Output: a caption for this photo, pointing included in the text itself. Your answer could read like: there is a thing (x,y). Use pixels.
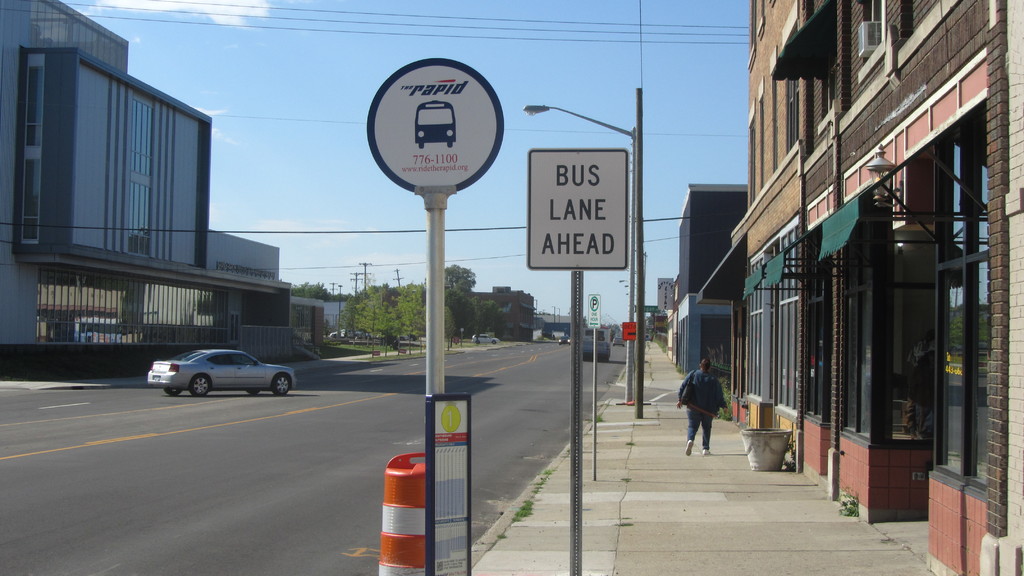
In the foreground of the picture (618,183) there are sign boards (586,203), pole (637,188), street light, footpath (609,443), person (698,401) and road (317,506). On the right (900,258) there are buildings (787,257). On the left (177,223) there are buildings (223,313), car (178,365) and footpath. In the center of the background (391,317) there are street lights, boards (599,307), vehicles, buildings (525,296), current poles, cables (332,267) and trees (454,301). At the top (372,32) it is sky (502,50) and there are cables (641,37).
